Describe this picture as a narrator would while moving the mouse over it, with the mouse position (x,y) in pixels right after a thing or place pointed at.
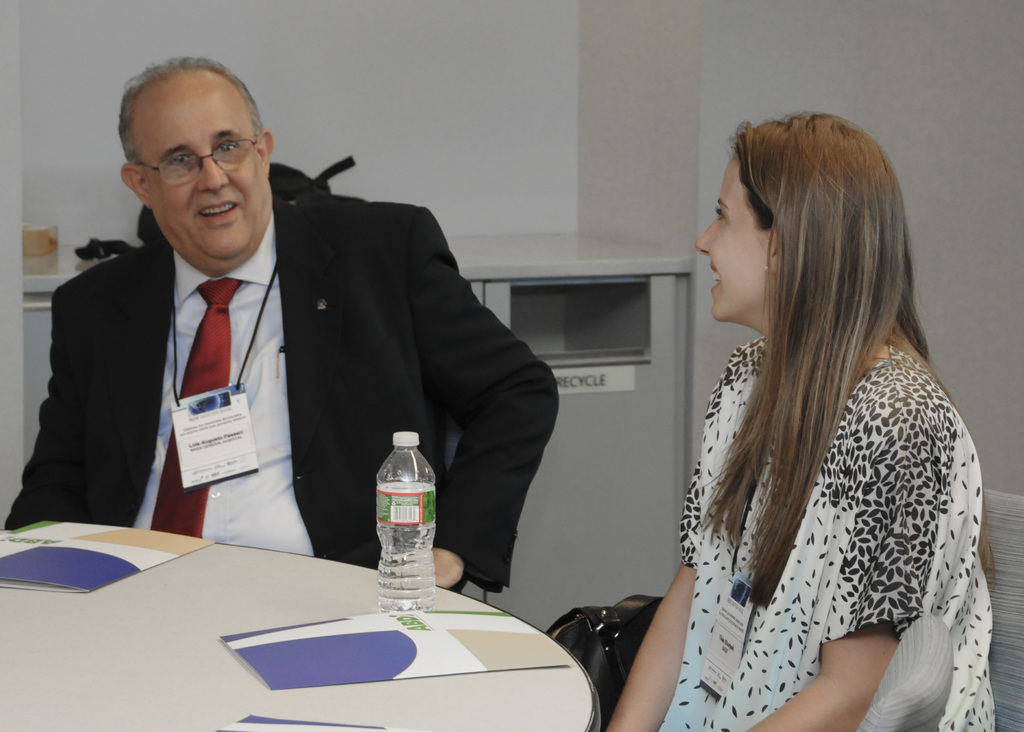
In this image there is a person (334,348) sitting on chair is wearing suit (372,264) and tie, spectacle (186,163). At the right side of the image (791,424) there is a woman (816,379) seeing at this man (497,492). Before them there is a table (204,636) in which book (369,651) and bottle (415,578) is placed. Woman (704,630) is having a bag (609,625) beside her. At backside of them there is a table (570,255) kept closer to the wall (550,197).
